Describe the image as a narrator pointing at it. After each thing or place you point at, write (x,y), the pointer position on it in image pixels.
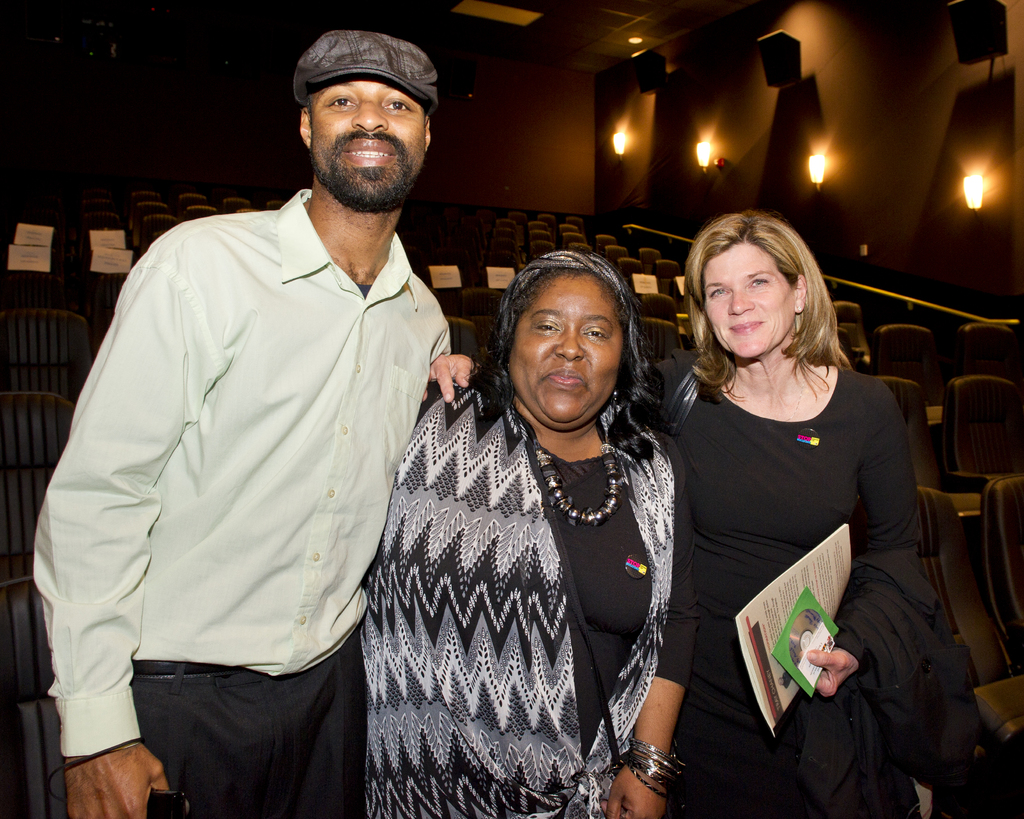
In the middle of the image (379,539) three persons (502,550) are standing, smiling and she is holding some books (806,573). Behind them we can see some chairs (1012,468). At the top of the image (1006,183) we can see wall (285,81), on the wall (766,97) we can see some lights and speakers (996,51).
